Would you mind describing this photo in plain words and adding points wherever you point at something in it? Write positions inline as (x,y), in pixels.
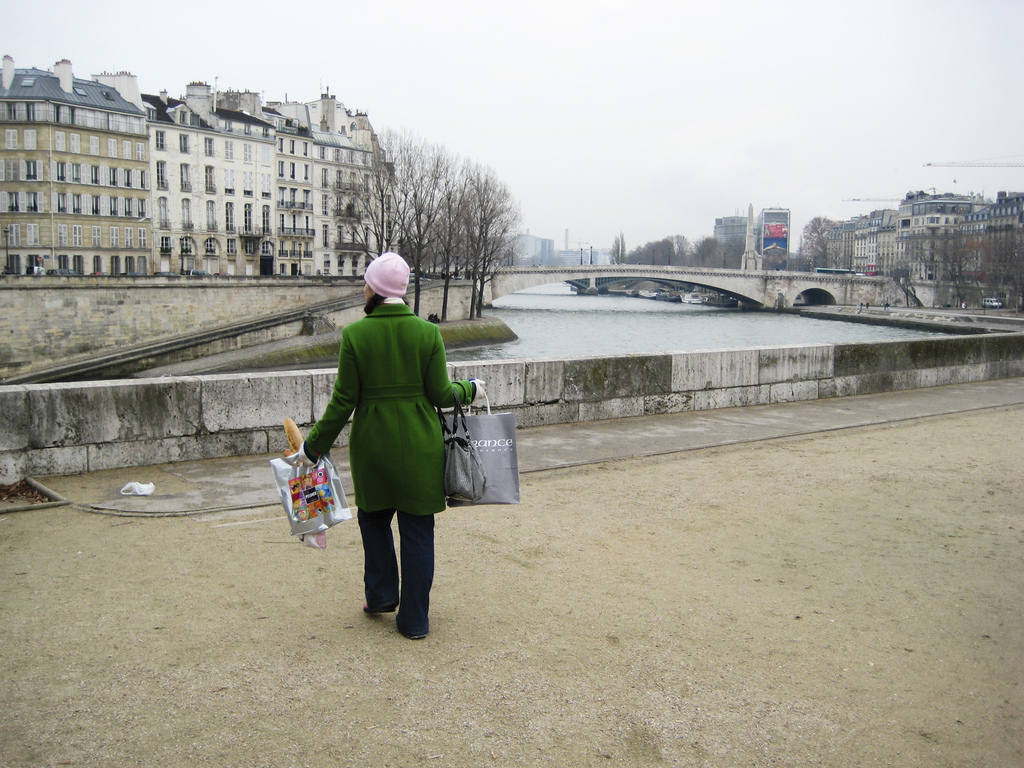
In this image I can see a person (409,392) wearing green, pink and blue colored dress (394,373) is standing and holding few bags (333,487) in her hand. I can see the wall (606,356), the water (618,336), the bridge (677,268), few trees (647,263), few vehicles (688,295) and few buildings (860,248). In the background (716,53) I can see the sky (573,150).
